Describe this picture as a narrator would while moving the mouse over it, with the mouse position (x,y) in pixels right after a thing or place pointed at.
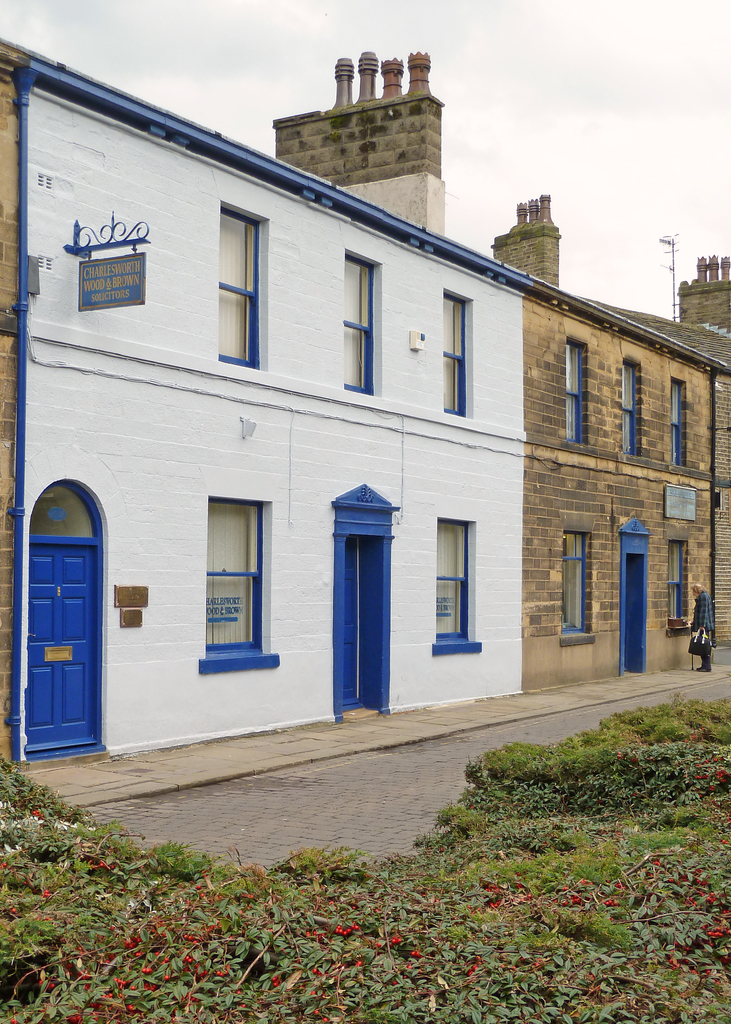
This image is taken outdoors. At the top of the image (205,27) there is a sky (510,94) with clouds (580,164). At the bottom of the image (401,940) there are a few plants (462,926) and there is a floor (349,757). On the right side of the image (708,622) a man (701,615) is standing on the sidewalk (670,680). In the middle of the image (387,471) there is a building (284,465) with walls (270,558), windows (451,573) and doors (45,603). There is a board (107,281) with a text (107,268) on it.
